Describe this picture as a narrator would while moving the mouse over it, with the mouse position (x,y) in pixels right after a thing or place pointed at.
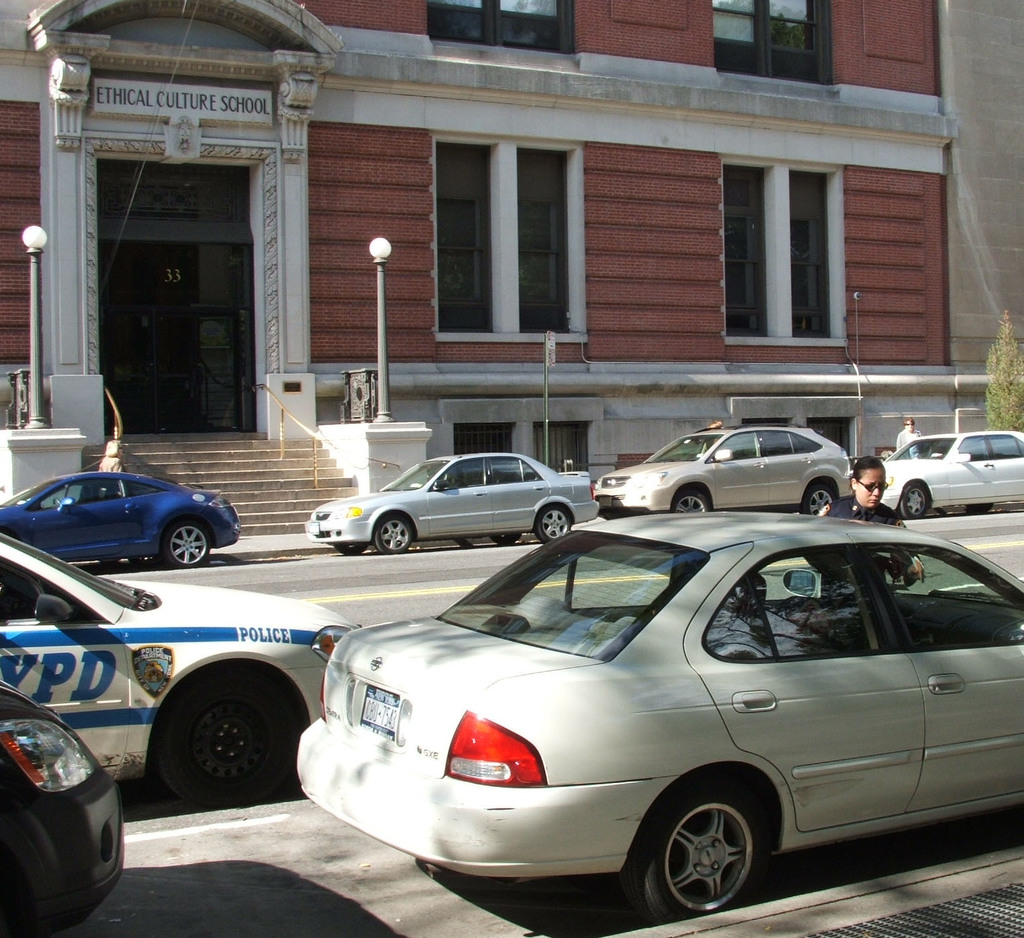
This picture is clicked outside. In the center (658,620) we can see the group of vehicles (575,716) seems to be parked on the ground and we can see the two persons (882,520). In the background (491,233) there is a building (235,325) and we can see the lamps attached to the poles (376,410) and the windows (718,56) of the building (664,261).
